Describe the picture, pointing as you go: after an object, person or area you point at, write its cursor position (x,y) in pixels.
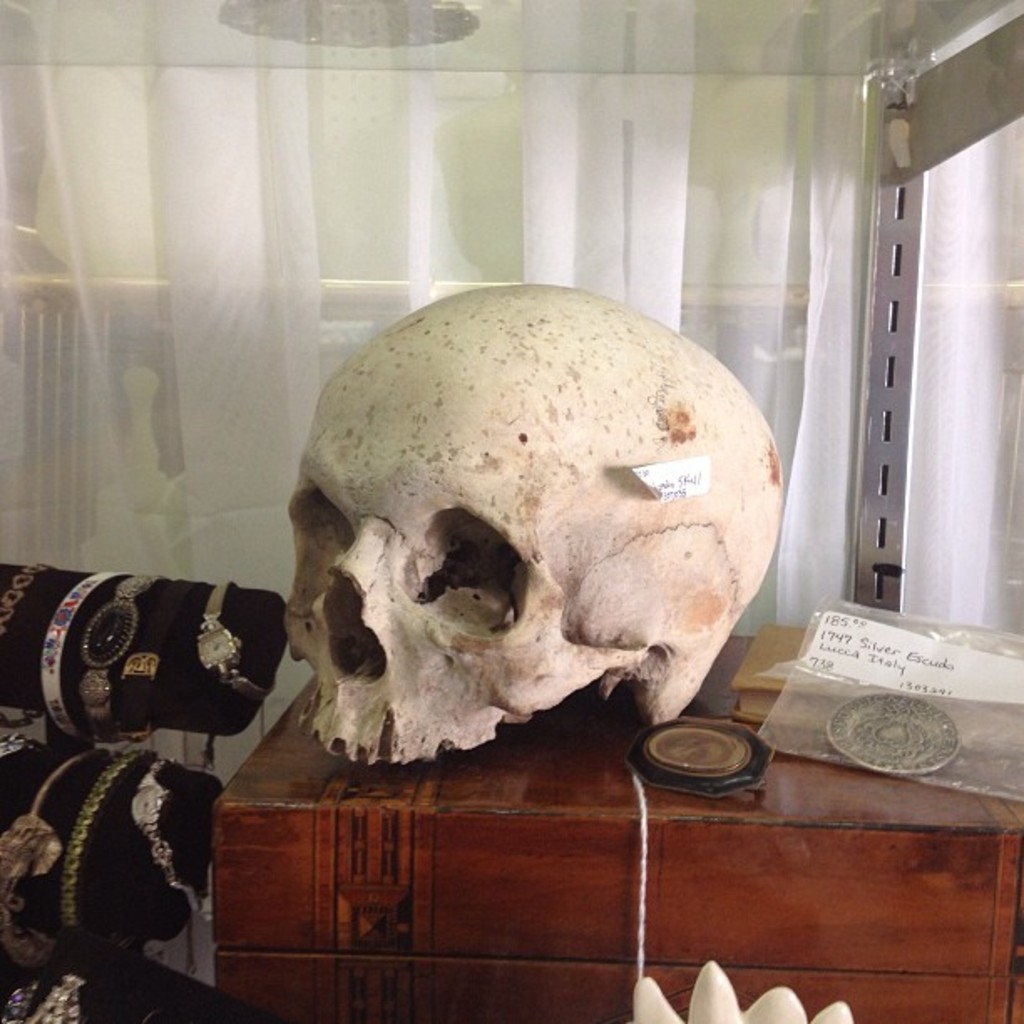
On this wooden box (376,812) there is a skull (443,680), book (762,681) and things (863,755), This white curtain (426,250). Here we can see wrist watches (242,679) and bracelets (134,755).
